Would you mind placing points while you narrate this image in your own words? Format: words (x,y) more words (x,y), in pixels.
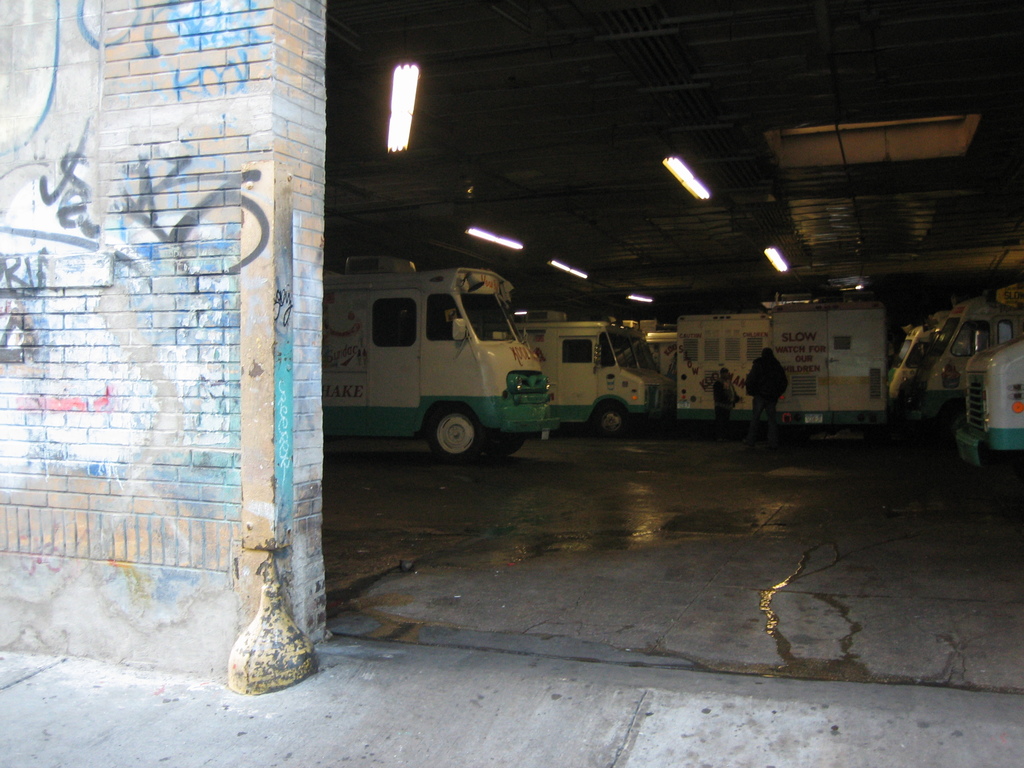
On the left side (129,372) I can see a wall (197,487). In the background (414,363) there are some vehicles (537,407) on the floor (521,483) and also I can see few people (754,374) in the dark. At top (403,89) there are some lights (408,133).
